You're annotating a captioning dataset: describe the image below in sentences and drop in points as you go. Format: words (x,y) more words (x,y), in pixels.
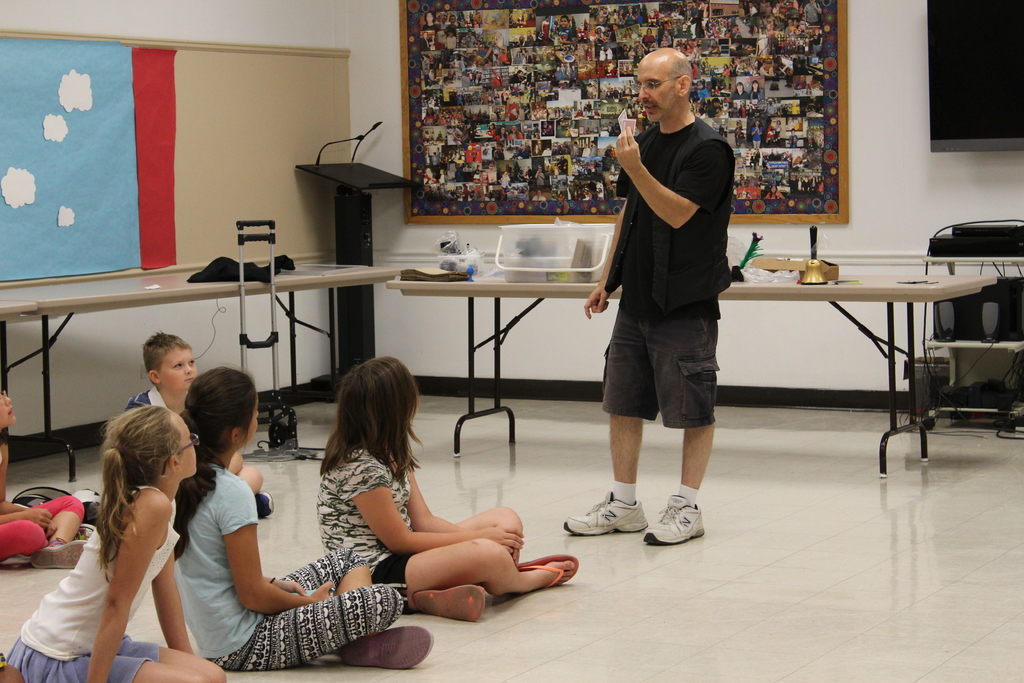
In this image I can see a person (637,313) standing on the floor (605,582). On the left side (258,539) I can see some kids (348,554) sitting on the floor (293,540). In the background (558,267), I can see the objects (599,267) on the table (889,287). I can also see some photographs (487,88) on the board (766,153).
